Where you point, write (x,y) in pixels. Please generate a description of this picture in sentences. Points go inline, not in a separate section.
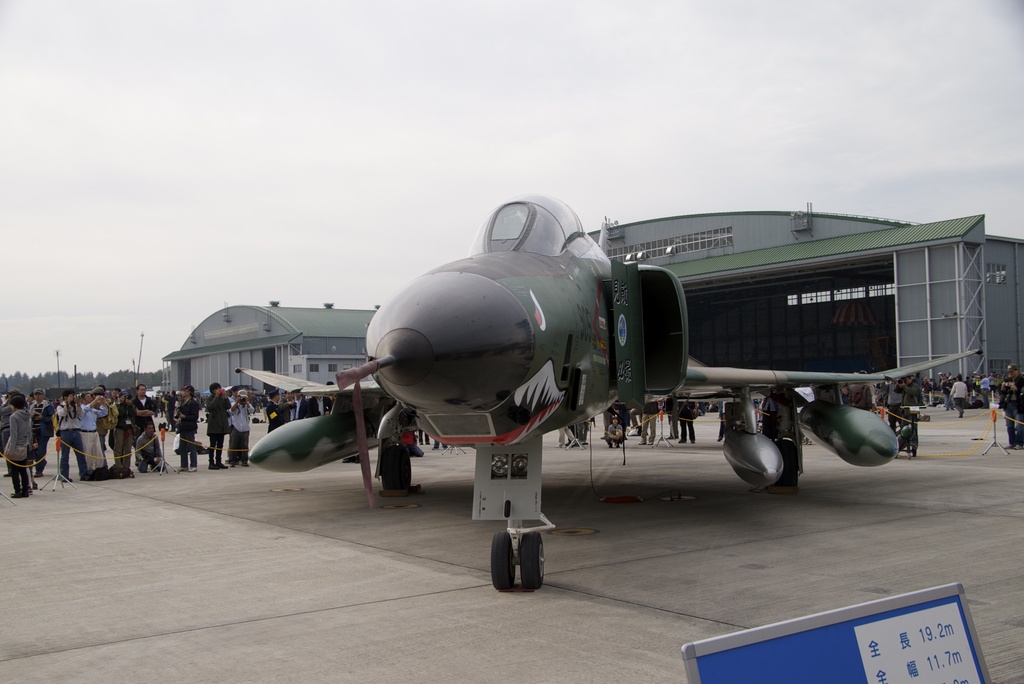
In this image we can see there is an airplane (528,452) on the ground (616,512) and there are people (67,431) standing on the ground (203,441) and holding cameras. And at the back (759,349) we can see there are sheds (695,335), poles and the sky (115,366). There is a board (891,647) with numbers (929,637) and symbols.
